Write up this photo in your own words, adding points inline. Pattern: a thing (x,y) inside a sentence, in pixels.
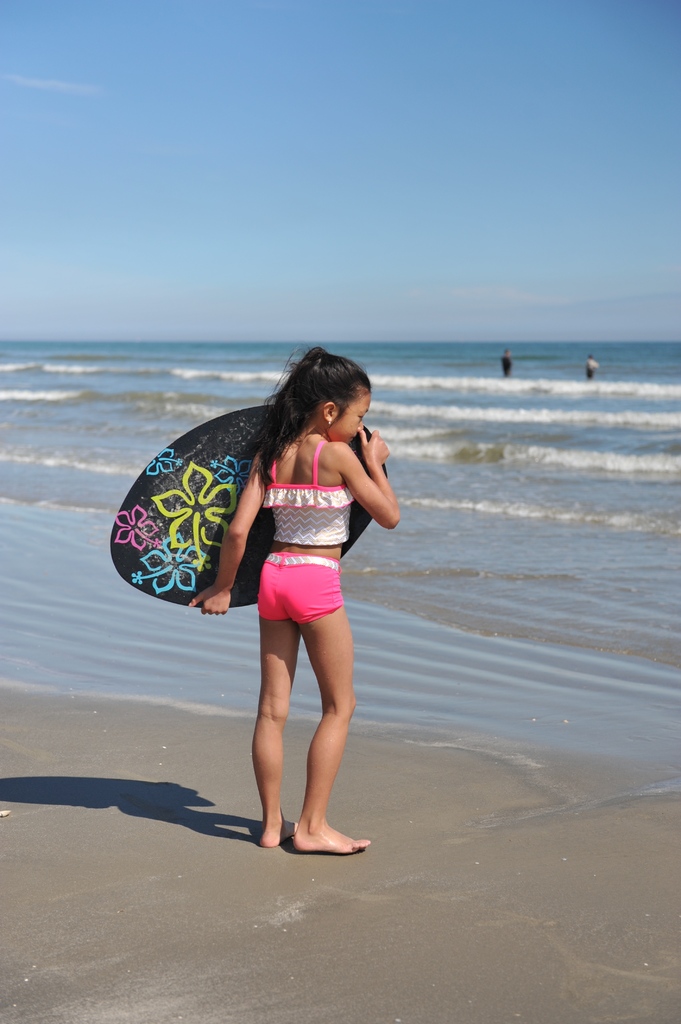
As we can see in the image there is a sky (259,120), water (404,369), three people (593,363) and the girl (310,592) who is standing here is holding surfboard (213,505).
